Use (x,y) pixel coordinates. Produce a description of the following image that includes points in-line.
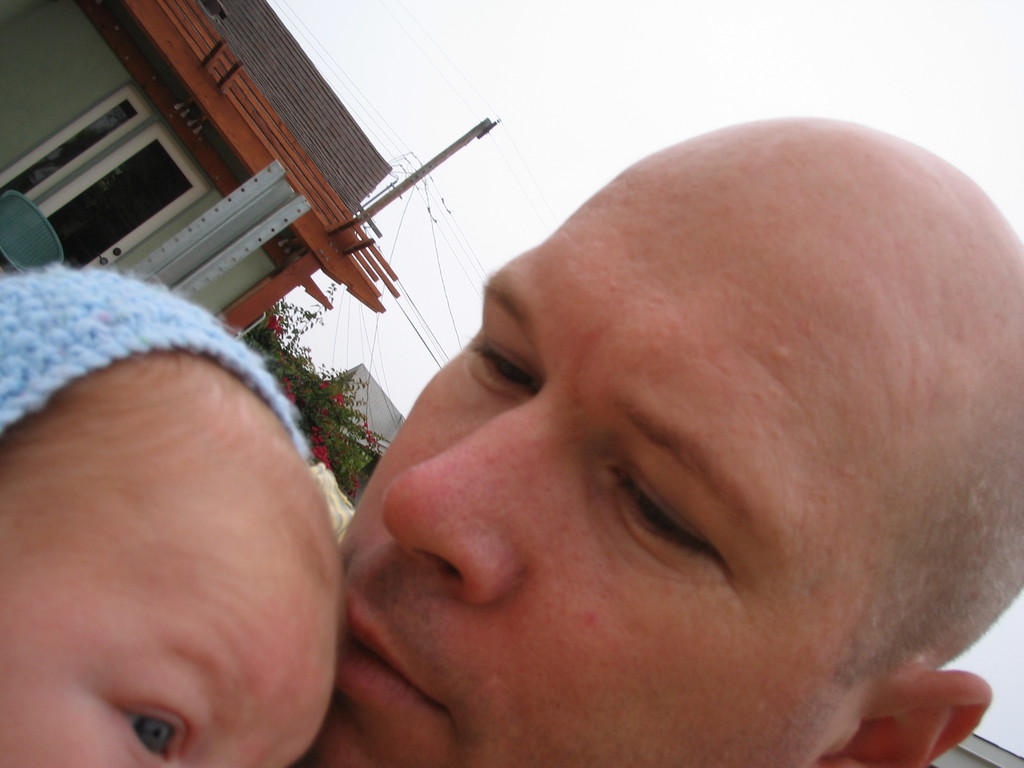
In this Image I can see two person faces (398,563). Back I can see few buildings (302,168), door (167,179), current pole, wires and trees (359,444). The sky (536,115) is in white color.
